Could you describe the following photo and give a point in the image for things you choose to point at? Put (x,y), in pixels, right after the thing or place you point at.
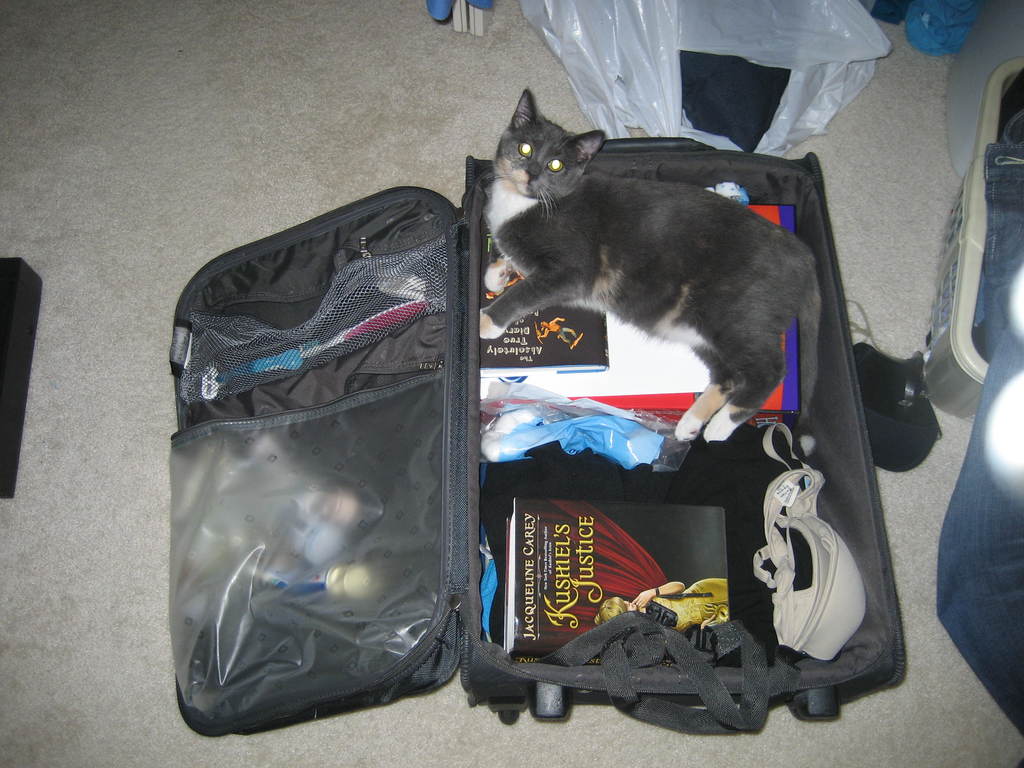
Here we can see a travel bag (884,654) and in that we can see clothes (726,523), books (617,568) and a cat (685,276) present and beside that we can see some covers (597,44) and boxes (961,294) present.
